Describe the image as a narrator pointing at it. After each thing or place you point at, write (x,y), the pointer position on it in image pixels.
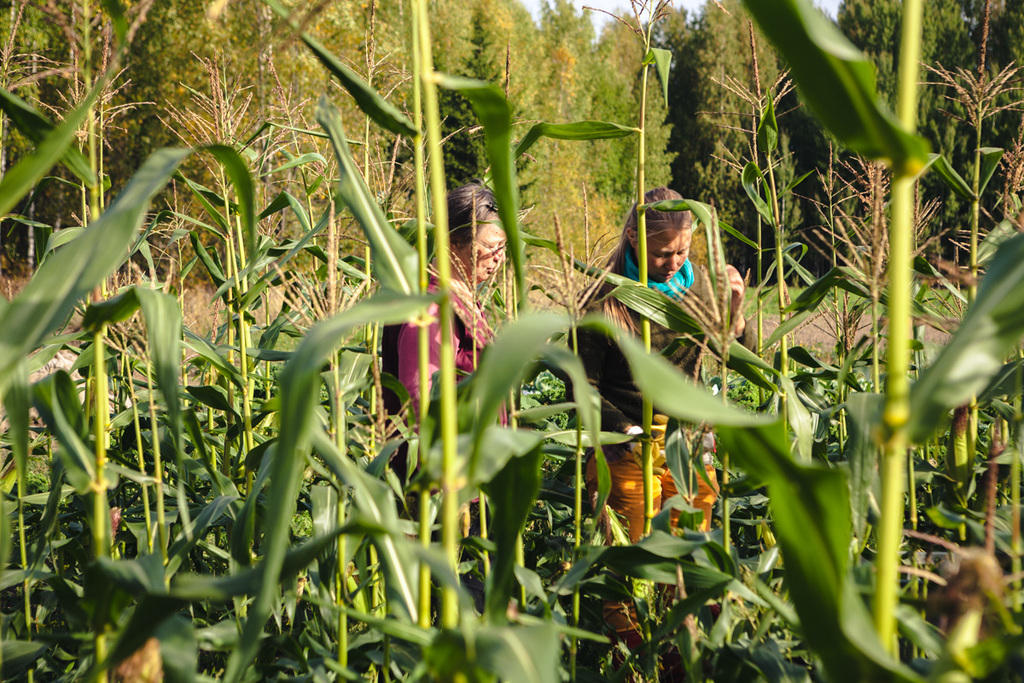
In this image we can see two women (393,370) are standing on the ground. Here we can see the corn plants (308,232) and in the background (571,82), we can see the trees (589,165).
